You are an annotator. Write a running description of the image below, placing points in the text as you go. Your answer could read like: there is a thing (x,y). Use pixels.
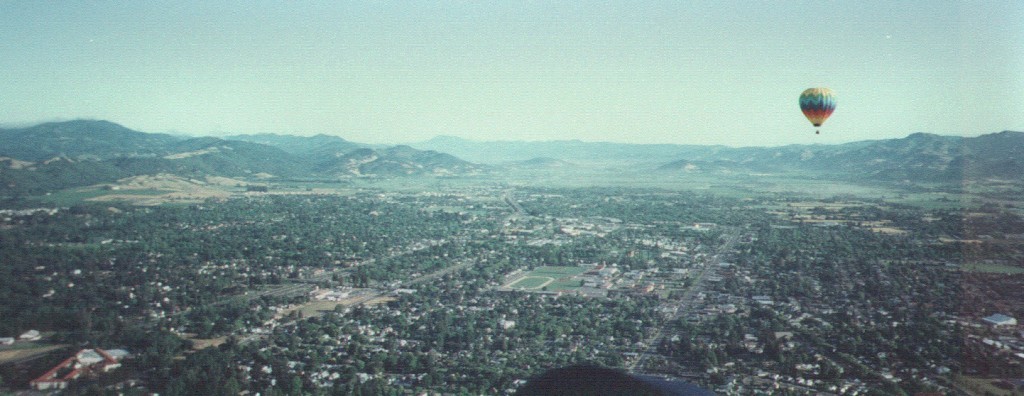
In the background of the image (426,160) there are mountains (537,153). There is a air balloon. At the bottom of the image (426,264) there are trees (487,313), buildings (48,278). At the top of the image (507,41) there is sky (419,41).
